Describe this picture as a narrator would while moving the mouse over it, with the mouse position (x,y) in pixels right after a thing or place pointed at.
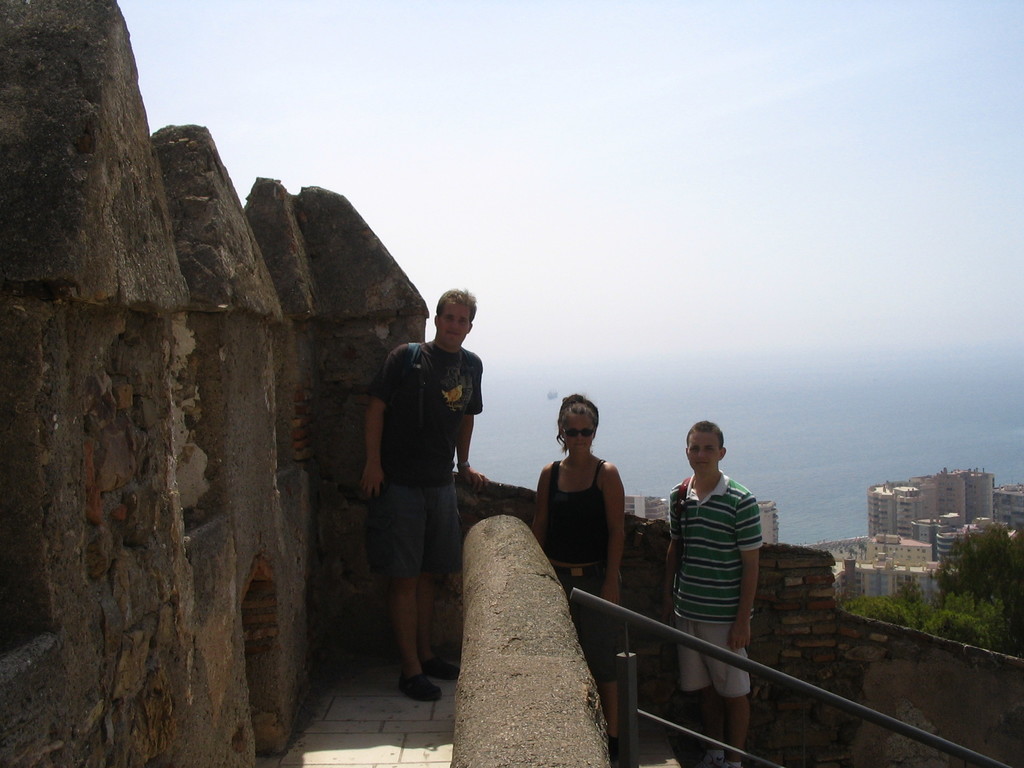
In this picture we can see two men (424,422) and a woman (581,415) standing and in the background (944,625) we can see buildings (876,508), trees (971,569), water (904,456), sky (683,82).
